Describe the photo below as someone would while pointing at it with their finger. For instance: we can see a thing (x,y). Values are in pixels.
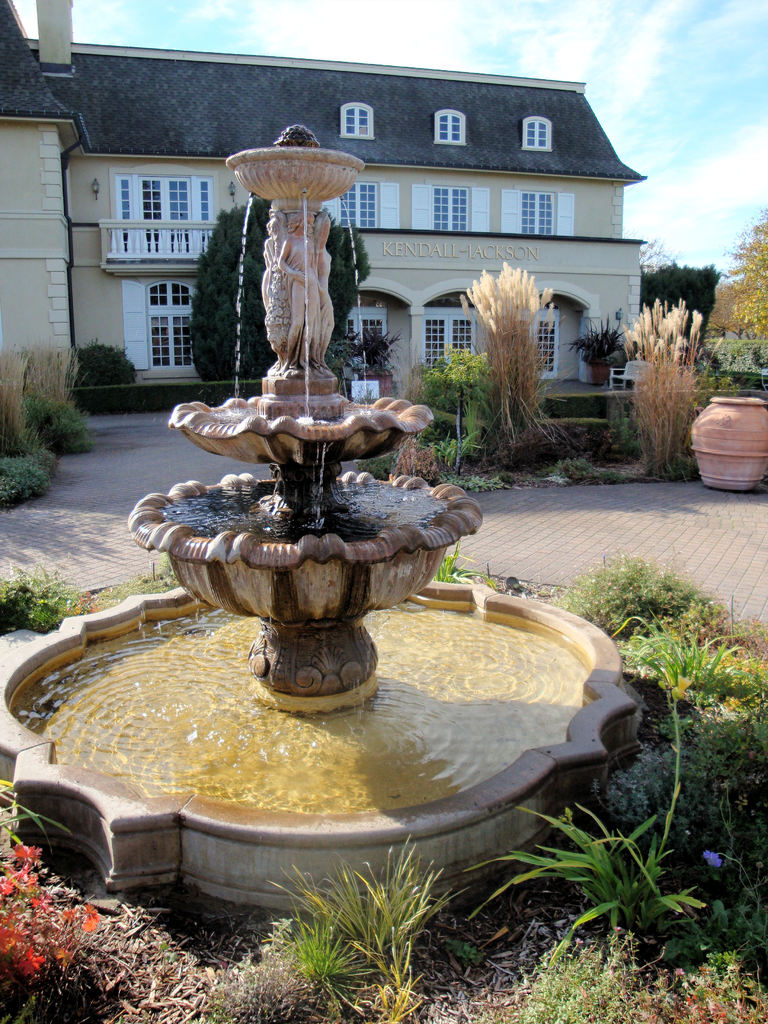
This picture shows a building (51,66) and we see few trees (763,320) a water fountain (459,536) and we see plants (606,623) and a blue cloudy sky (546,31).
